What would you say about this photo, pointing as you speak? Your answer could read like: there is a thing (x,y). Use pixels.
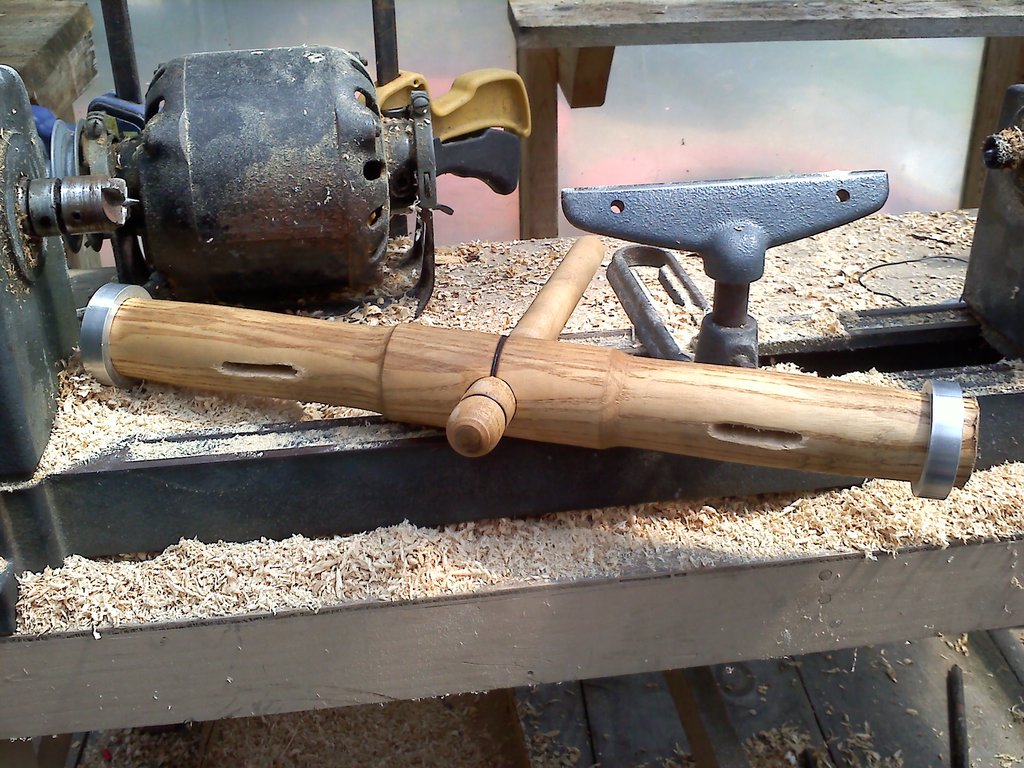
In this image there is a hammer (398,388) on a wood cutting machine (276,499).
